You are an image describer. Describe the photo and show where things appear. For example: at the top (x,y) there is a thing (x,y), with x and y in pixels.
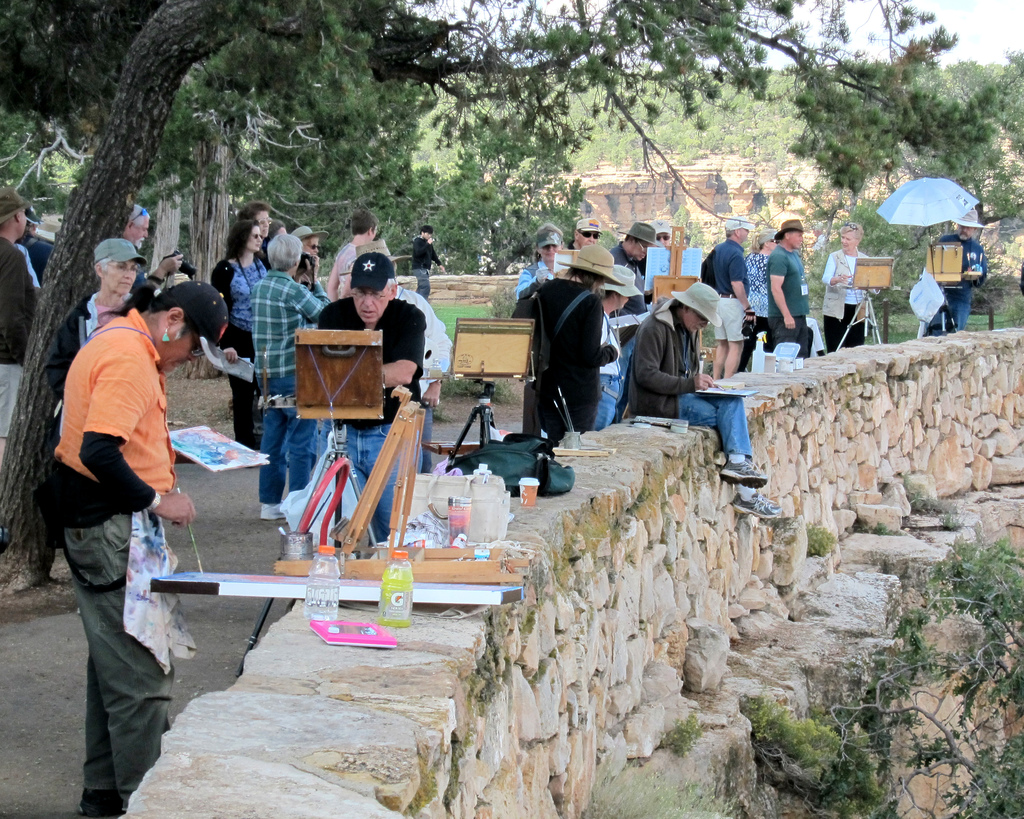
In this image there is a rock wall (615,568) in the bottom of this image (606,629). There are some objects (458,525) kept on it, and there is one person (696,419) sitting on to this wall (686,470). There are some persons (63,372) standing as we can see in the middle of this image (536,283). There are some trees (489,138) in the background (416,105). There is a tree (884,732) in the bottom right corner of this image (865,722).
